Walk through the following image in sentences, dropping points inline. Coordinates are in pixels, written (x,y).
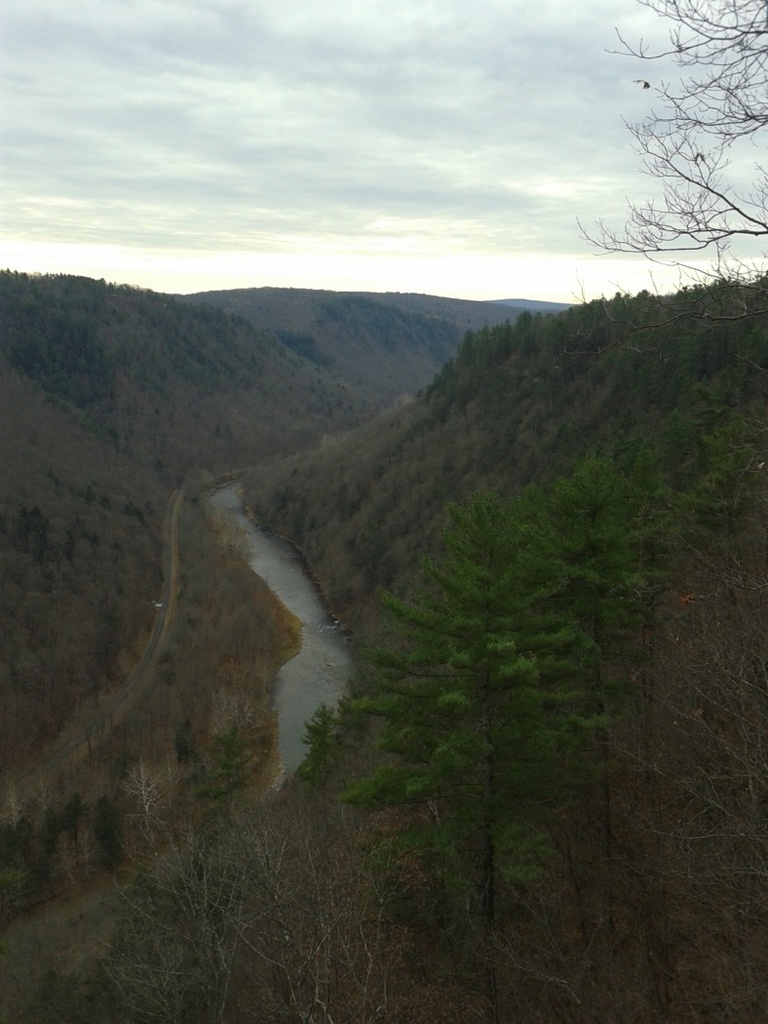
In this image I can see in the middle (295,673) a river (305,664) is flowing through this hills (297,551) and there are trees (582,798). At the top (368,164) it is the cloudy sky (344,156).
